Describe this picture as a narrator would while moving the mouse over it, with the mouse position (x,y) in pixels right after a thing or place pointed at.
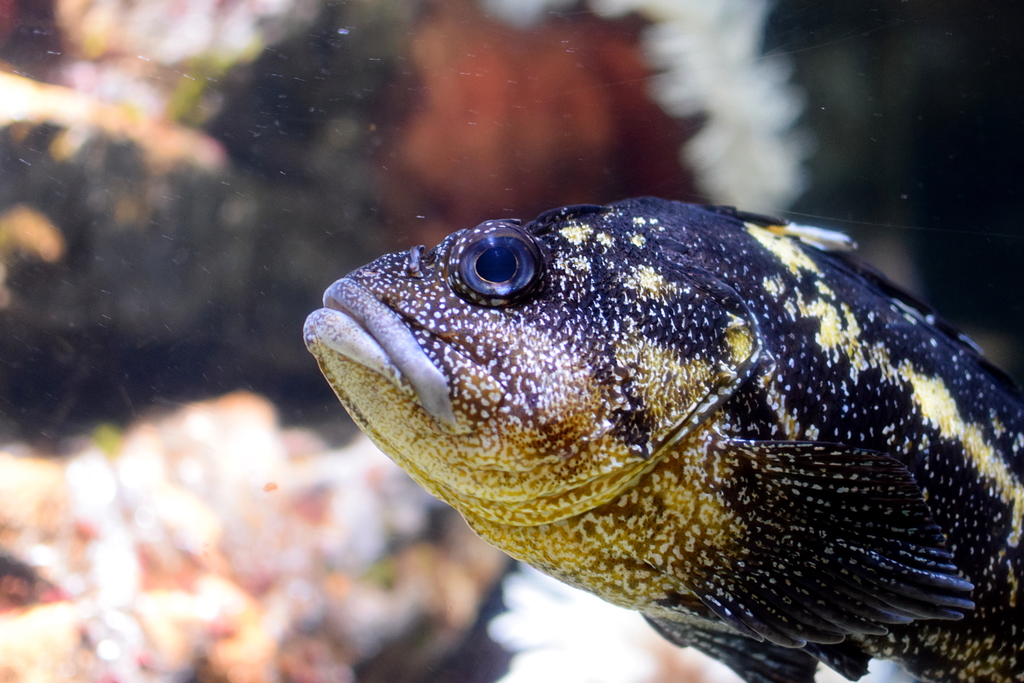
In this image I can see a fish (710,327). In the background (688,93) it is blur.
